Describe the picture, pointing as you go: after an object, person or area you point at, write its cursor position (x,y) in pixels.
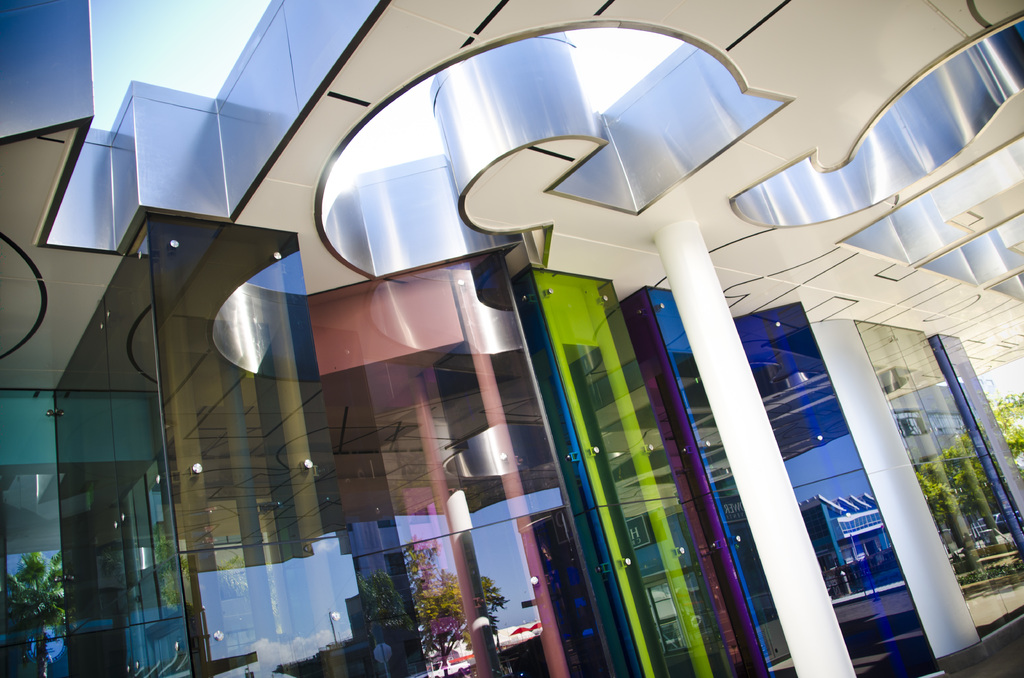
In this picture I can see a building (423,337) and I can see few different colors of glasses (602,463) and on the glass (340,612) I can see reflection (337,622) of few buildings (350,661) and trees (397,601).
